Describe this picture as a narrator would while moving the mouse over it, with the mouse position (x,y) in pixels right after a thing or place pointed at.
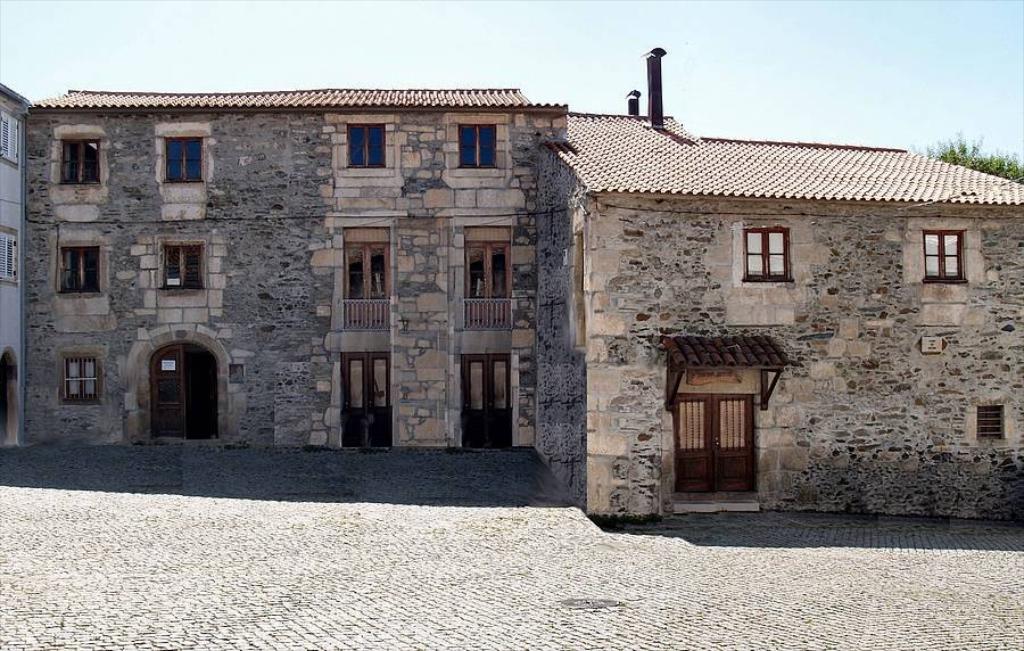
In this picture there are buildings (701,208) in the image and there are two chimneys (654,109) above the building (663,122) and there is a tree (961,158) behind the building (934,203) and there are windows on the buildings (418,289) in the image.
